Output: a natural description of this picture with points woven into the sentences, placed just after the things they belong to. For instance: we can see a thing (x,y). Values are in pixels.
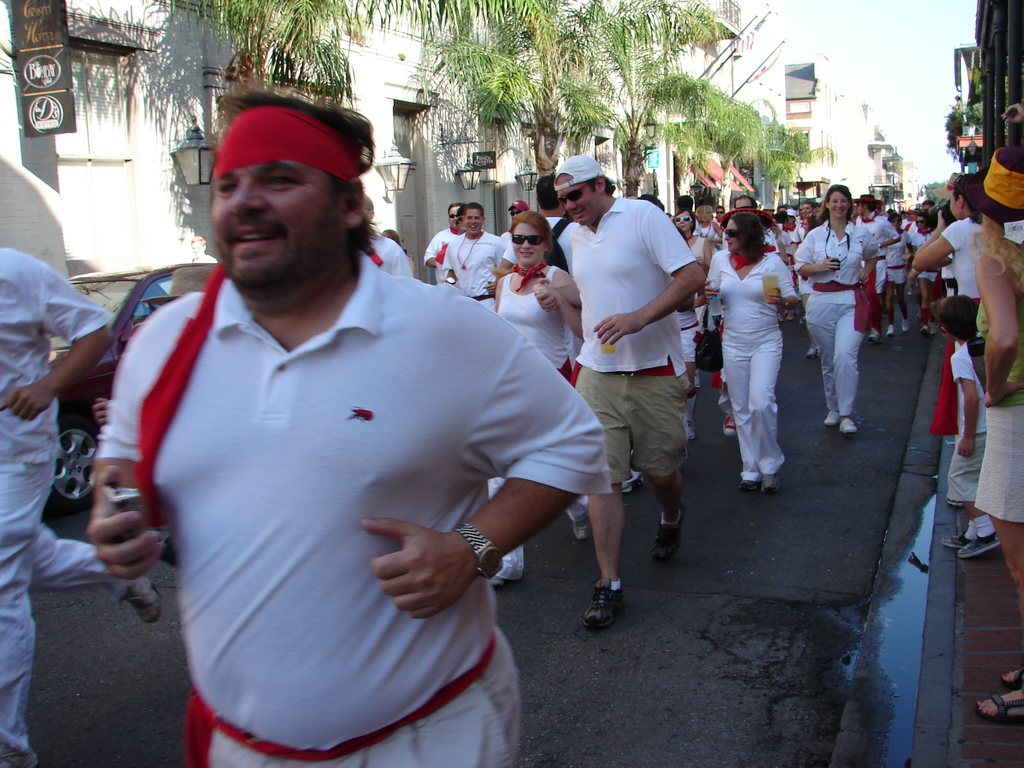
In the picture we can see some group of persons (476,376) wearing white color dress (415,379) running through the street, on left side of the picture (162,96) there are some trees (511,97), buildings (828,126) and there is clear sky (877,106).
